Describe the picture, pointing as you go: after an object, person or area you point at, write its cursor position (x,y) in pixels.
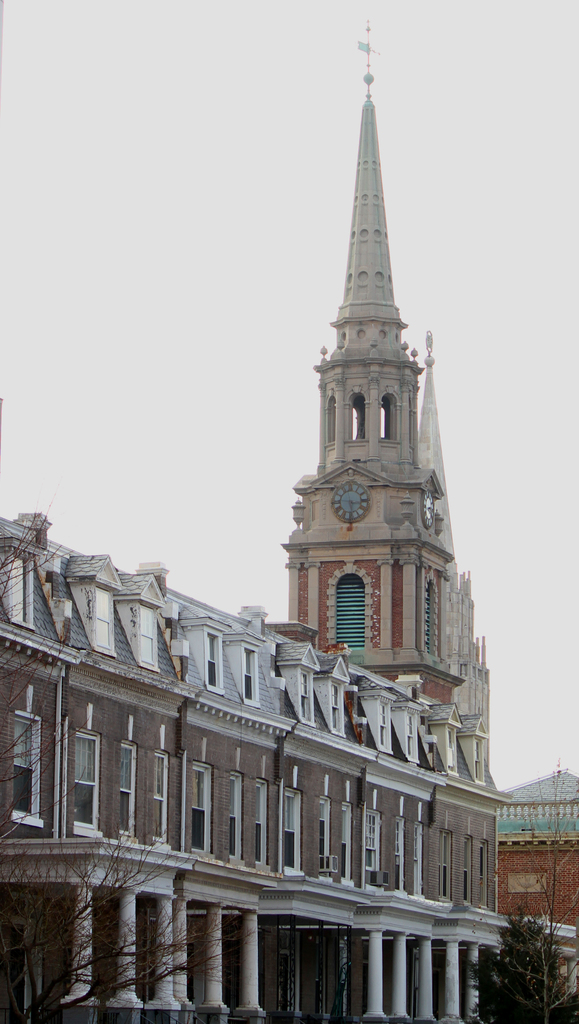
At the bottom of the picture (198,789), we see buildings (185,916) and trees (537,966) and behind that, we see a steeple (368,121). At the top of the picture (136,136), we see the sky (259,593) and this picture is clicked in the city (385,775).
